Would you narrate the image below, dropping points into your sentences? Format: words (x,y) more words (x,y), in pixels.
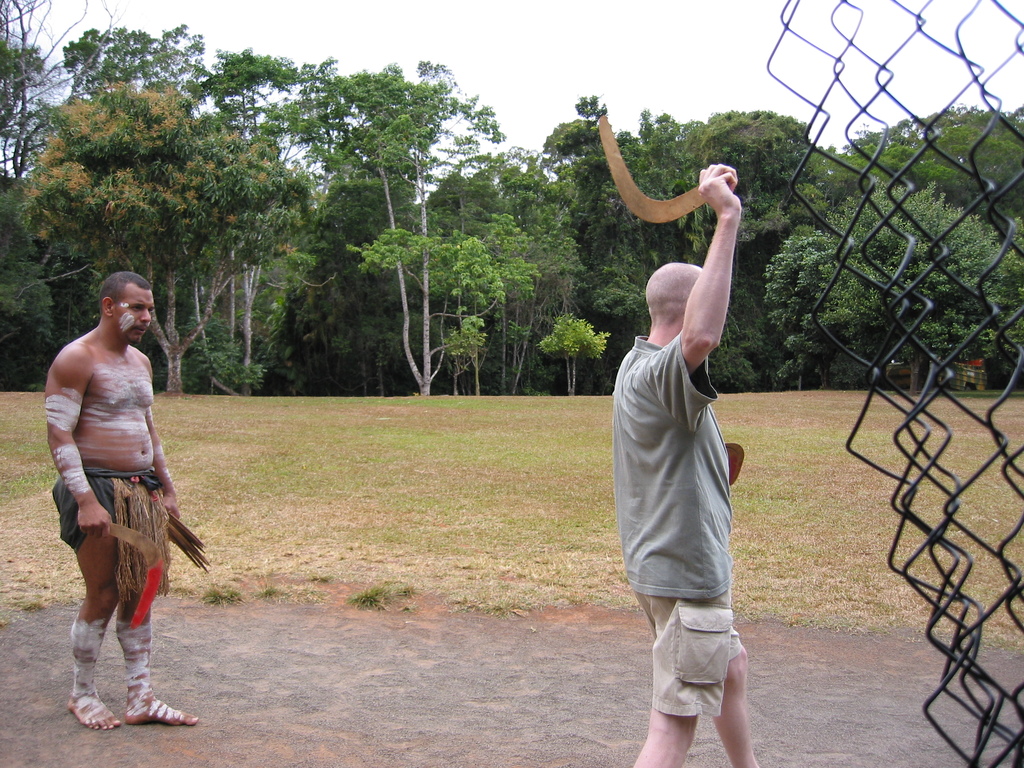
This image consists of two persons (652,444). At the bottom (329,712), there is a road (342,661). In the middle (398,484), there is green grass (452,495) on the ground (294,511). In the background (482,182), there are trees (778,174). To the right (999,444), there is a fencing (979,574).
